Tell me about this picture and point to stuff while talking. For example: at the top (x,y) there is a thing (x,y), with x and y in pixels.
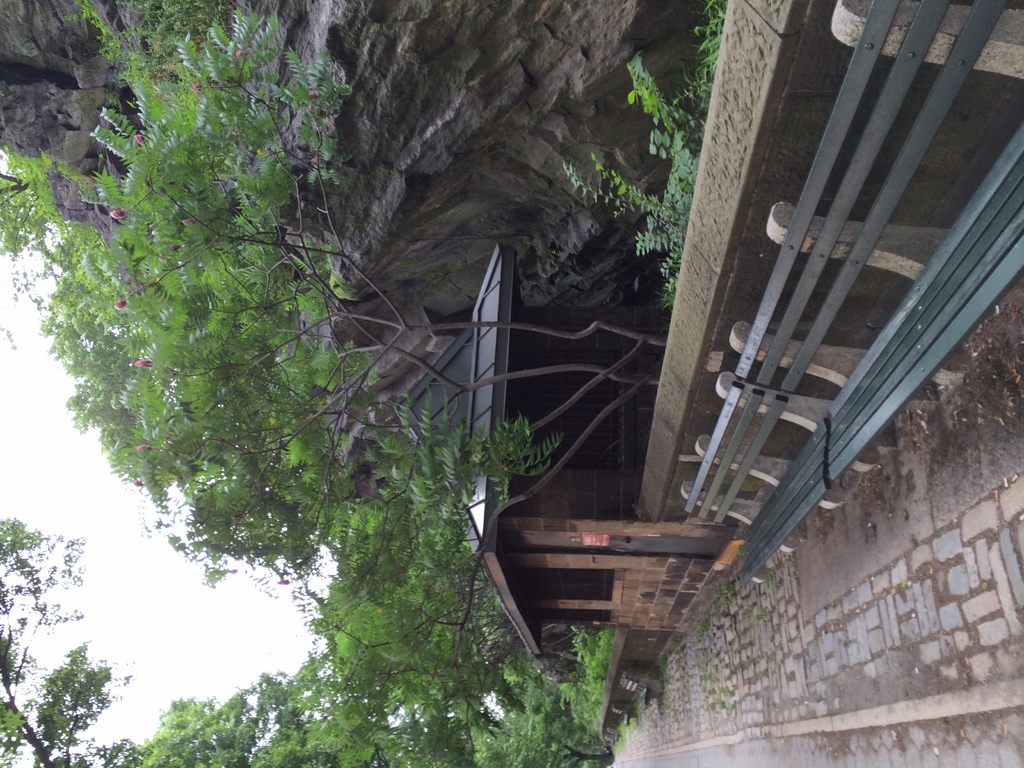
In this picture we can see there are benches (786,532) on the path (866,579) and behind the benches (831,415) there is a wall (679,576), trees (480,684) and a hill (6,21). Behind the trees (392,665) there is a sky (124,494).
